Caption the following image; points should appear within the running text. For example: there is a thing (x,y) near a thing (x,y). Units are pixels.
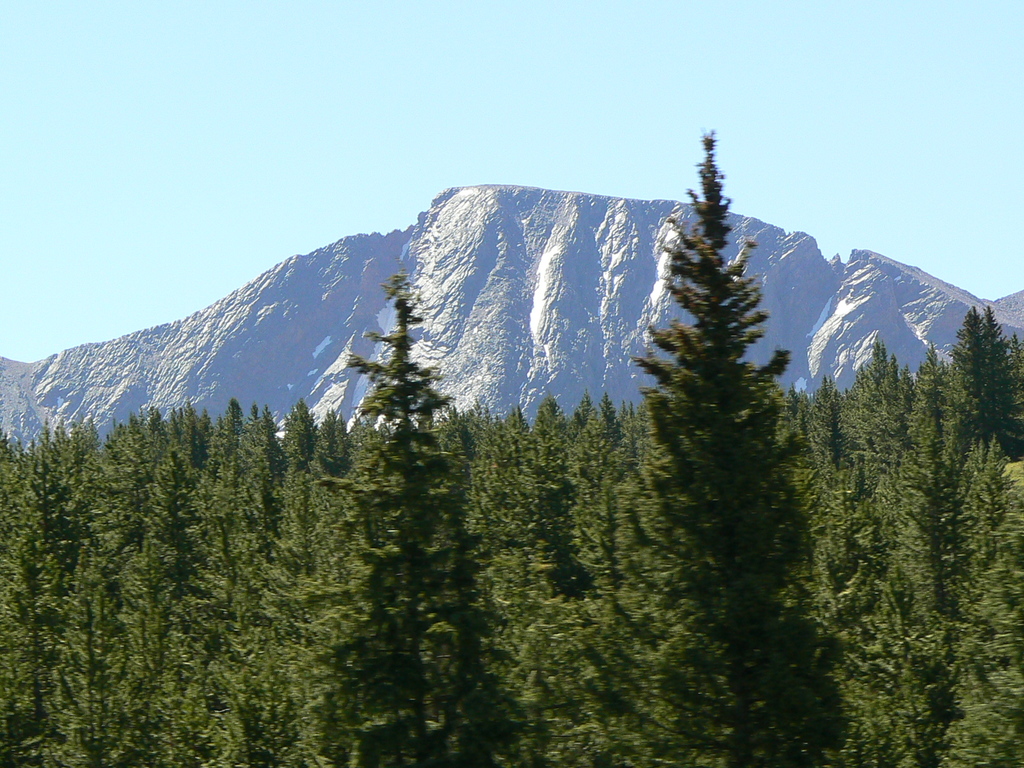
In this image, there are many trees (809,519). We can also see some hills (344,281) and the sky (322,199).
